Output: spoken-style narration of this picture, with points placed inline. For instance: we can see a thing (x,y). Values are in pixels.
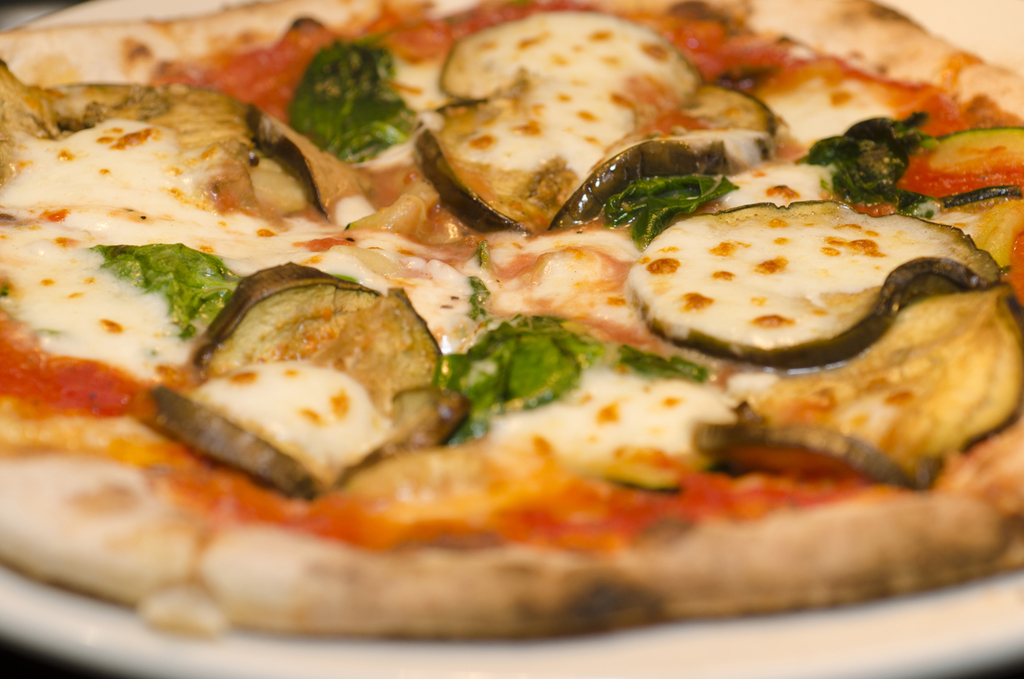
In this image we can see a food item (512,552) on the plate (922,634).
